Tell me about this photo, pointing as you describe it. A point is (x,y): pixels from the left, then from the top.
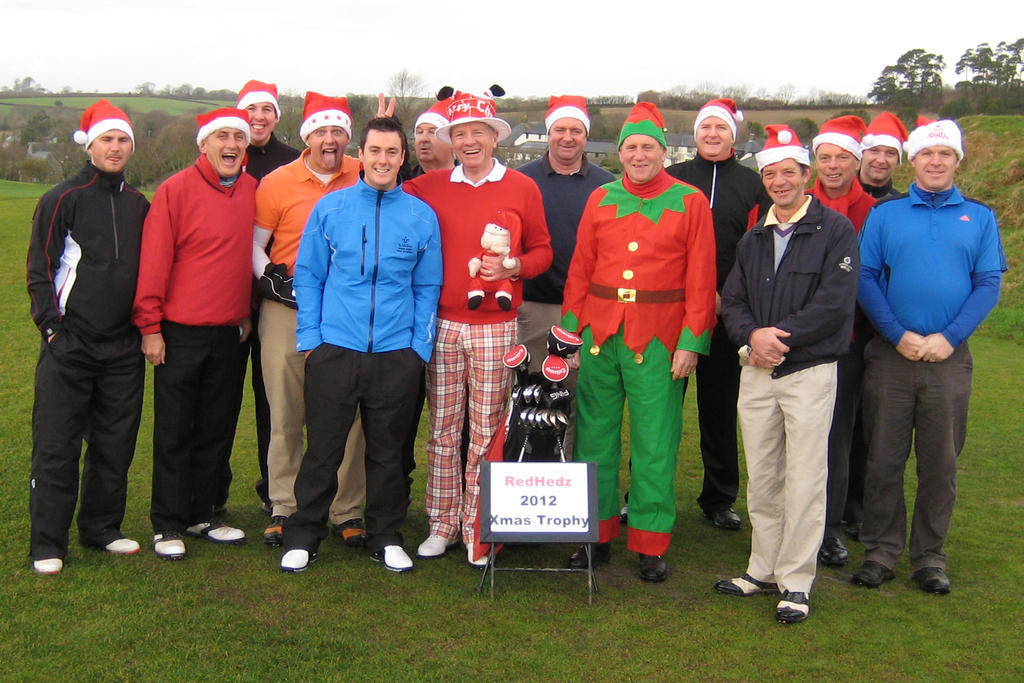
In this image there are group of men (574,203) who are standing on the ground (337,640). Most of the men (637,486) are wearing a Christmas cap (101,106). In front of them there is a sign (508,473). In the background (900,66) there are small plants (909,55) and grass (989,127).
